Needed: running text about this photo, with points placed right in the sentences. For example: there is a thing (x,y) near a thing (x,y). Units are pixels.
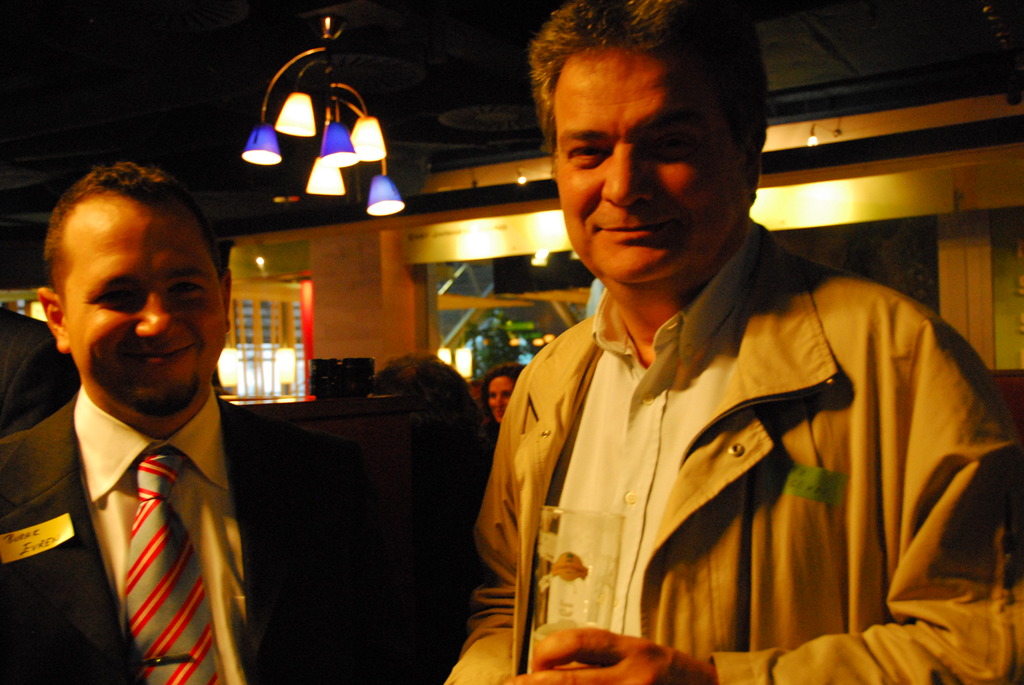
In the image there are two persons (606,454) in jackets (90,675) standing in the front (706,668) and smiling and behind there are few persons (415,379) visible and above there are lights (337,140) over the ceiling (359,168).
